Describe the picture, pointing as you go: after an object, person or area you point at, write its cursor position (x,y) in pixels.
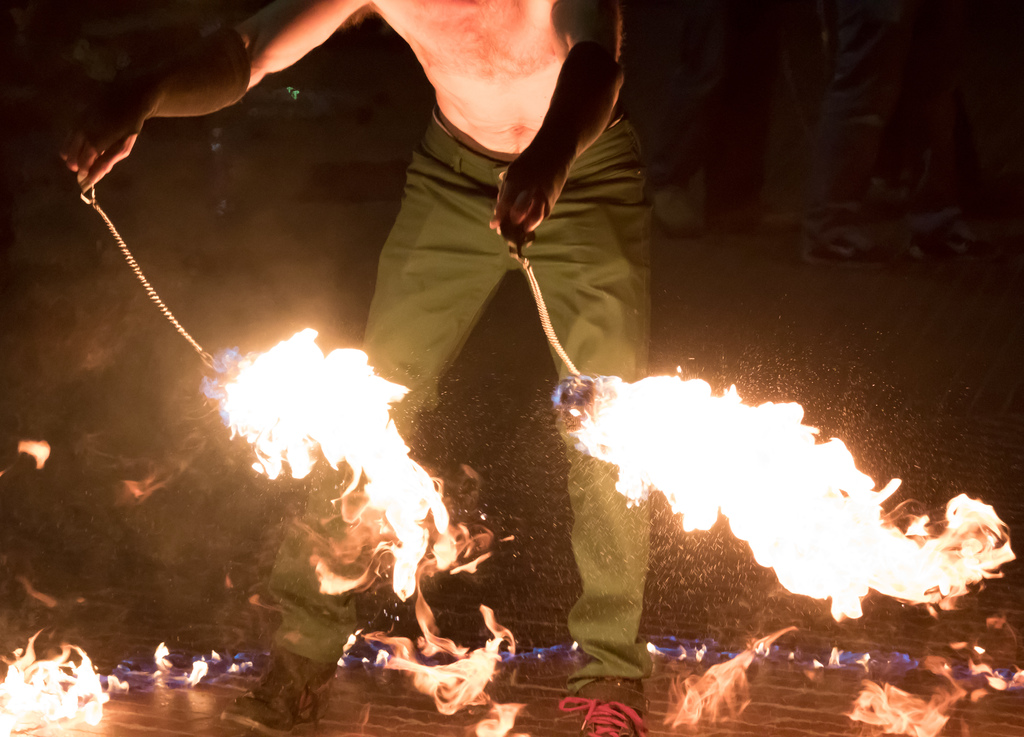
In this picture there is a man (589,97) who is wearing trouser (628,611) and shoes (299,695). He is holding the ropes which having the fire (778,496) on it. At the bottom (17,672) I can see the fire (687,707) on the stage (413,723). In the top right corner (901,230) I can see the darkness (749,246).
